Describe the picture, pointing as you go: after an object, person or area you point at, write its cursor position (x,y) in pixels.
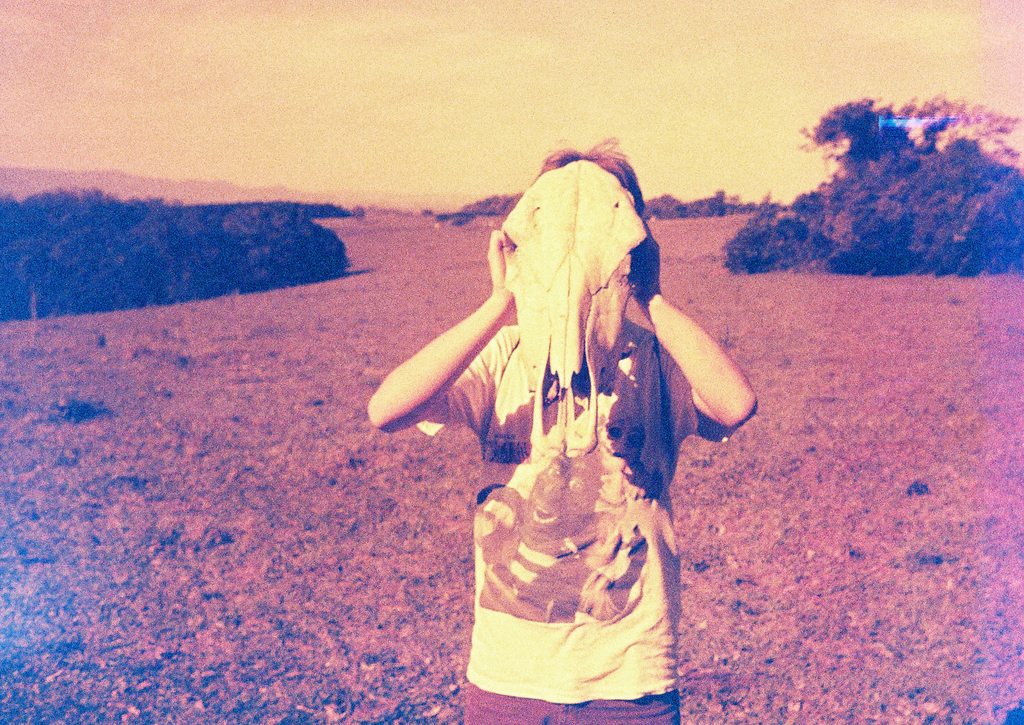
In the middle (481,308) a person (584,626) is there, this person (637,584) wore t-shirt (610,565). On the left side (158,199) there are trees (287,277). At the top (448,93) it's a sky (451,72).
